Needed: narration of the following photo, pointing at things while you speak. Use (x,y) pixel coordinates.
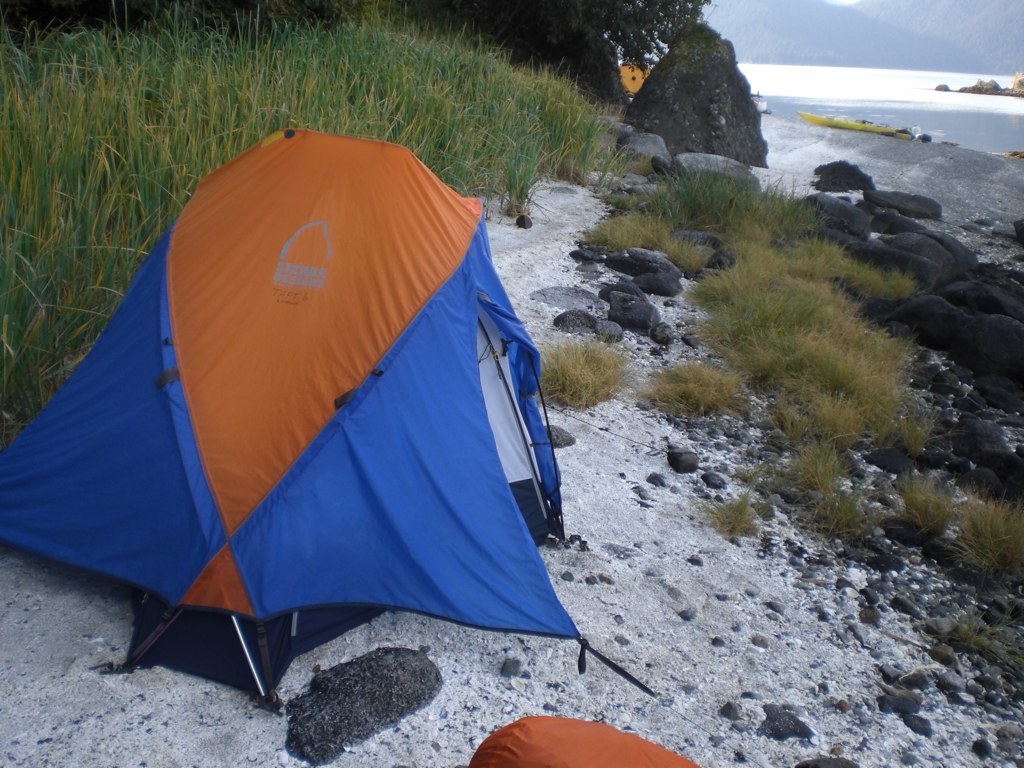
In this image I can see the tent (290,444) which is in orange and blue color. To the side of the tent (530,539) I can see many rocks (745,414) and the grass (769,353). In the background (880,116) I can see the water (881,91), mountains (845,28) and the sky (846,2).
